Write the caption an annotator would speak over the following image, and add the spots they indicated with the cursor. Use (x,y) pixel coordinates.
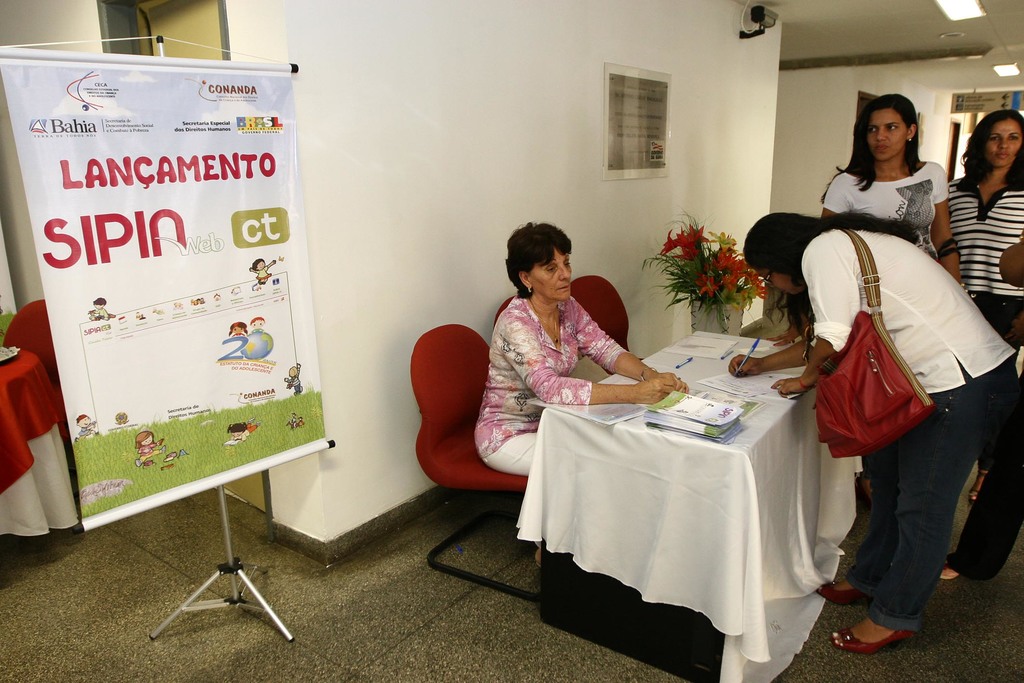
In this image I can see number of women (1021,381) where one is sitting and rest all are standing. In the background (712,271) I can see a flower (737,282) in a vase (736,317) and here a CCTV camera (761,14). I can also see few chairs (437,463) and few tables (712,336).
